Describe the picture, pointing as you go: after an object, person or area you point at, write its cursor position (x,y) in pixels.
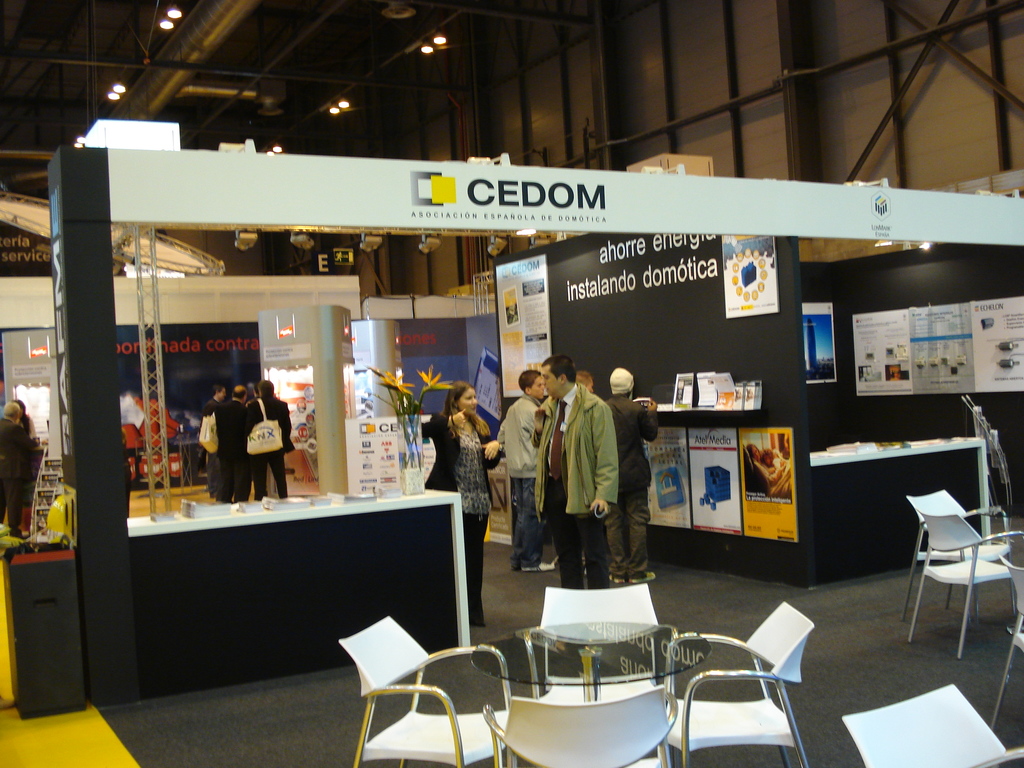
In this picture, there are some chairs (447,695) around the table (566,649). Some of the people (514,459) are standing here. We can observe a flower bouquet (386,383) in a flower vase (421,462). In the background (359,80), there are some lights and some rods (600,70) here.
